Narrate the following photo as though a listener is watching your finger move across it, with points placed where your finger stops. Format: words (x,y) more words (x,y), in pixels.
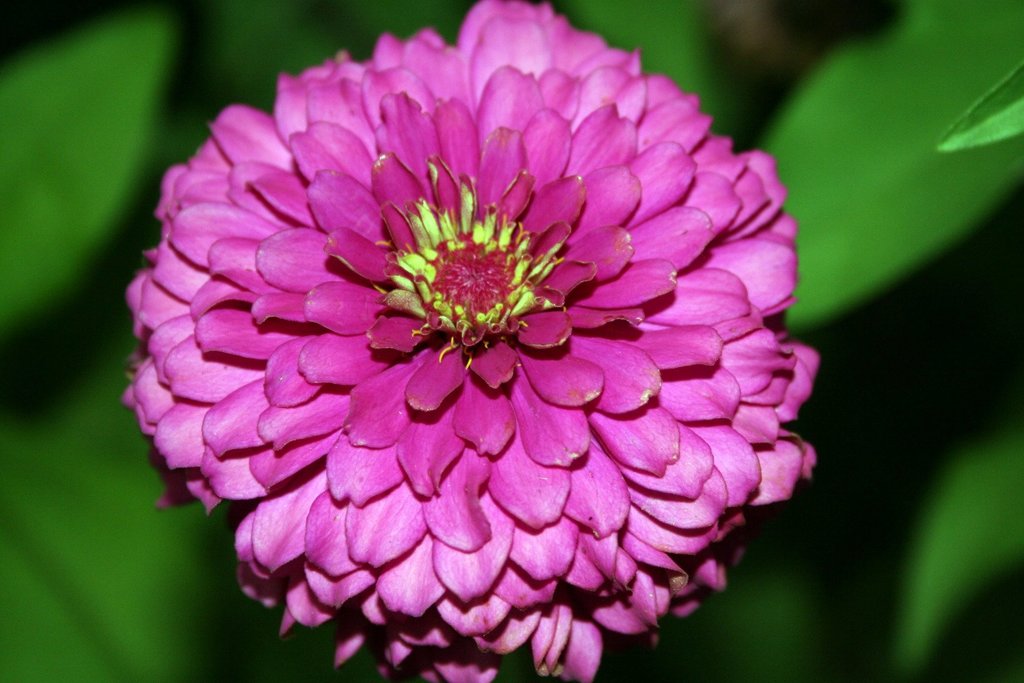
In this image in the foreground (256,393) there is a pink color flower (724,384), and there is a blurry background (991,9).
